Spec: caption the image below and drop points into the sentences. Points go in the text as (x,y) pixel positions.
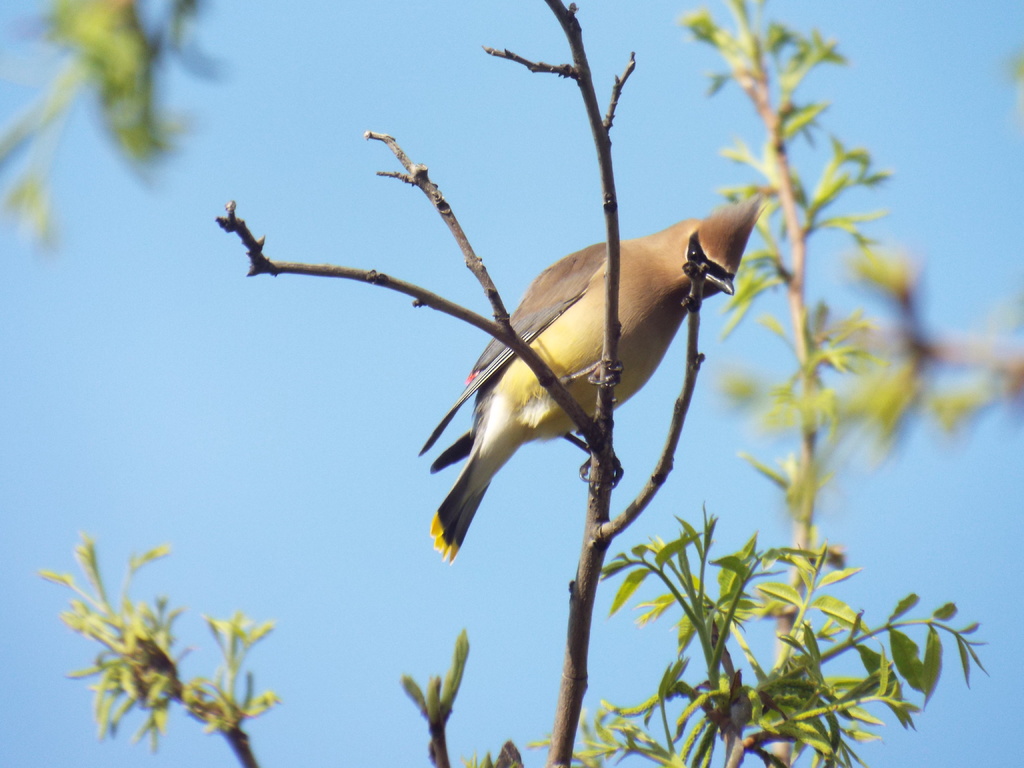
In this image I can see a bird (577,354) on the branch (595,493). Bird (581,342) is in brown, black and yellow color. I can see few green leaves (901,648). The sky (156,434) is in blue color.
